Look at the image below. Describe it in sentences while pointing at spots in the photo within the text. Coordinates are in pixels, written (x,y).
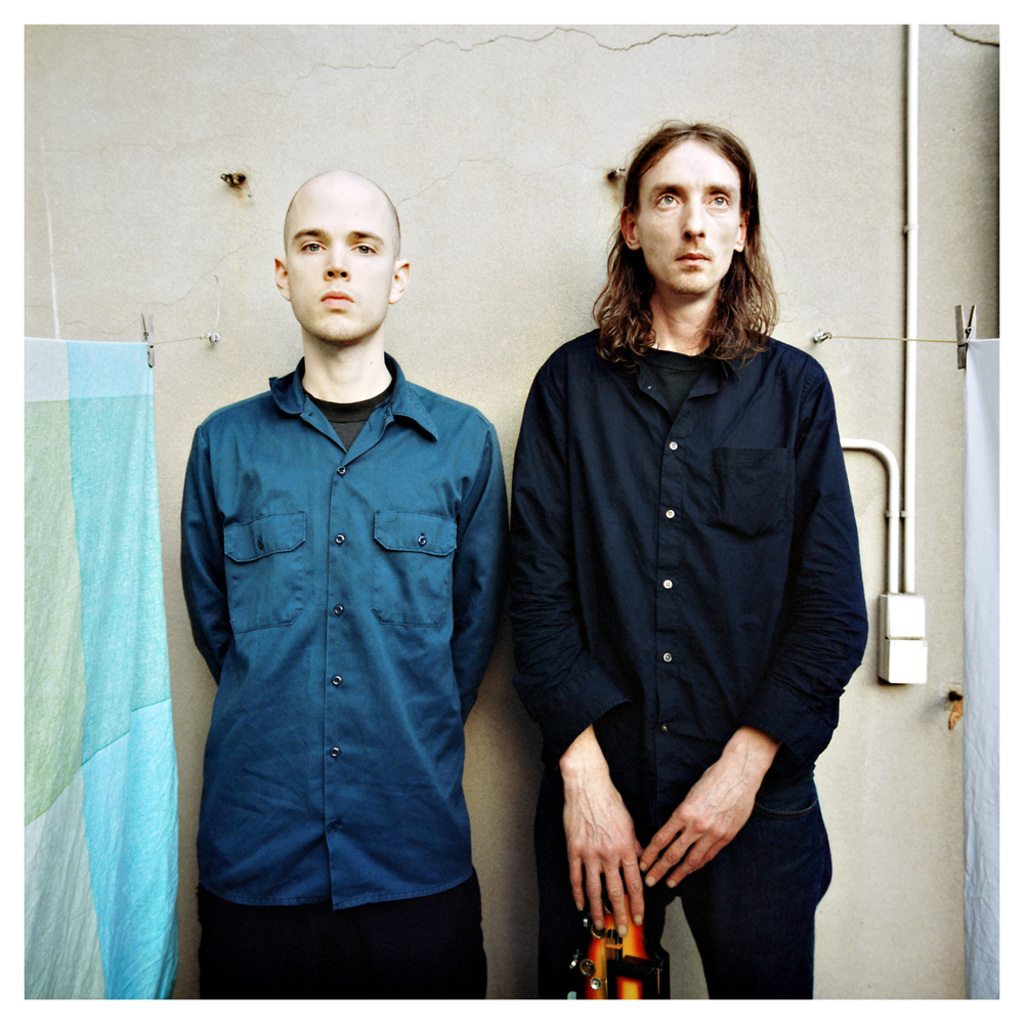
Here we can see two men (225,634) standing and beside them we can see blankets (95,368) present.
